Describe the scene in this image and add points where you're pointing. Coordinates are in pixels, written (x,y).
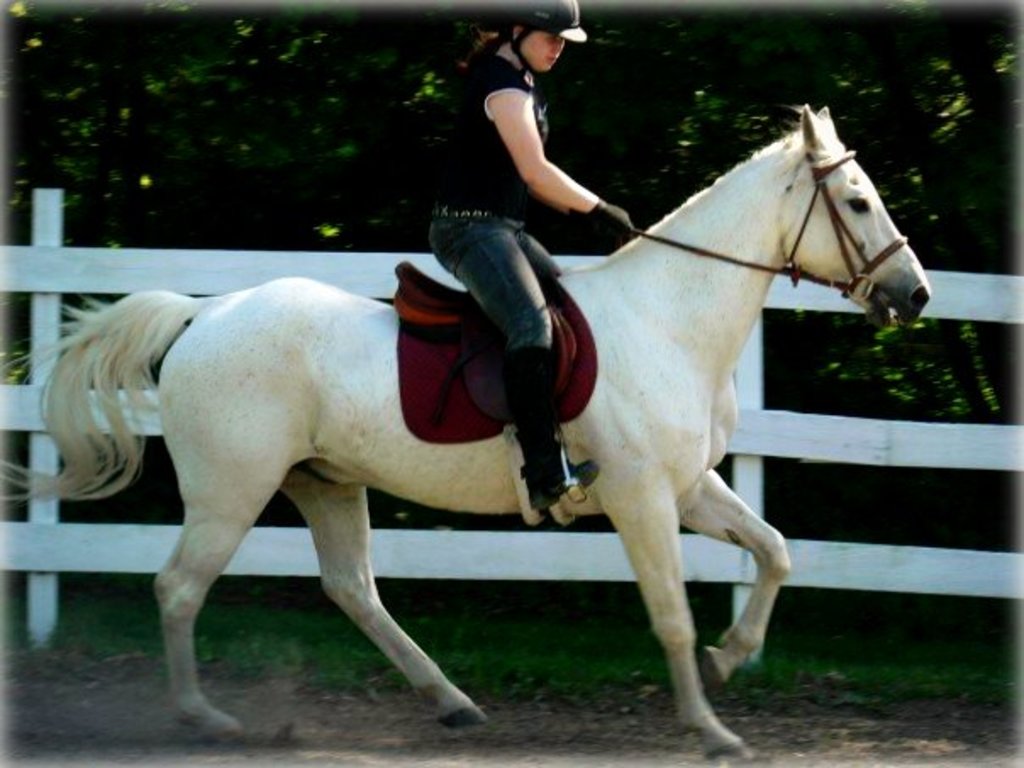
As we can see in the image there are trees (289,91) and a woman (494,155) sitting on white color horse (284,402).
